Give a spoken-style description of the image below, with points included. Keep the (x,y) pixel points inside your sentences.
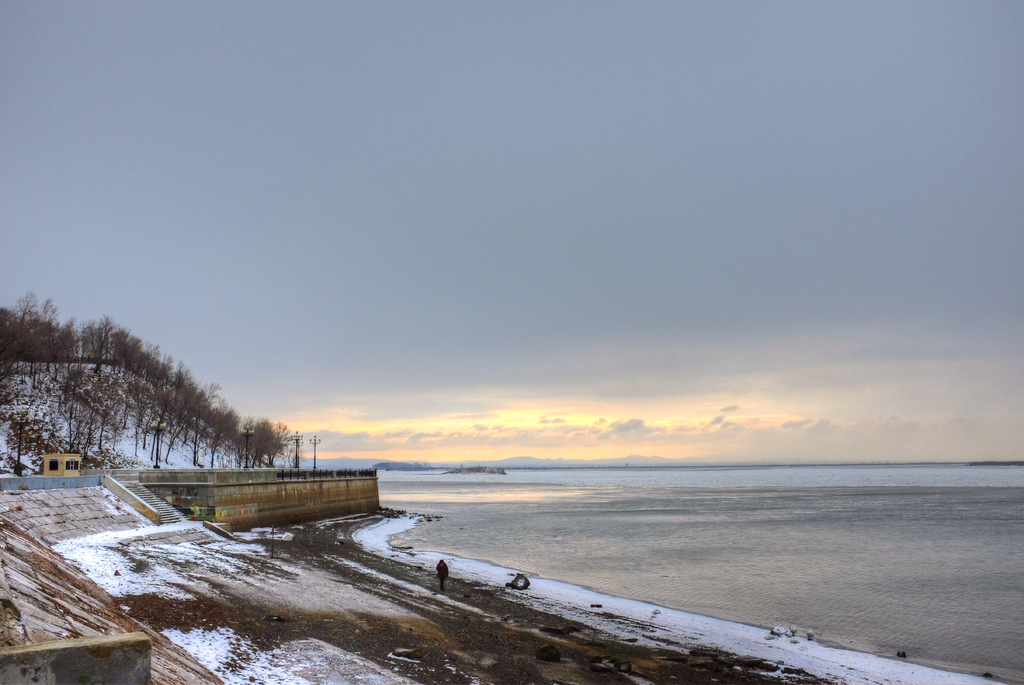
In this picture we can see water (890,592), wall (270,494), trees (232,418) and a person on the ground (485,606) and in the background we can see sky (672,374) with clouds (588,436).
